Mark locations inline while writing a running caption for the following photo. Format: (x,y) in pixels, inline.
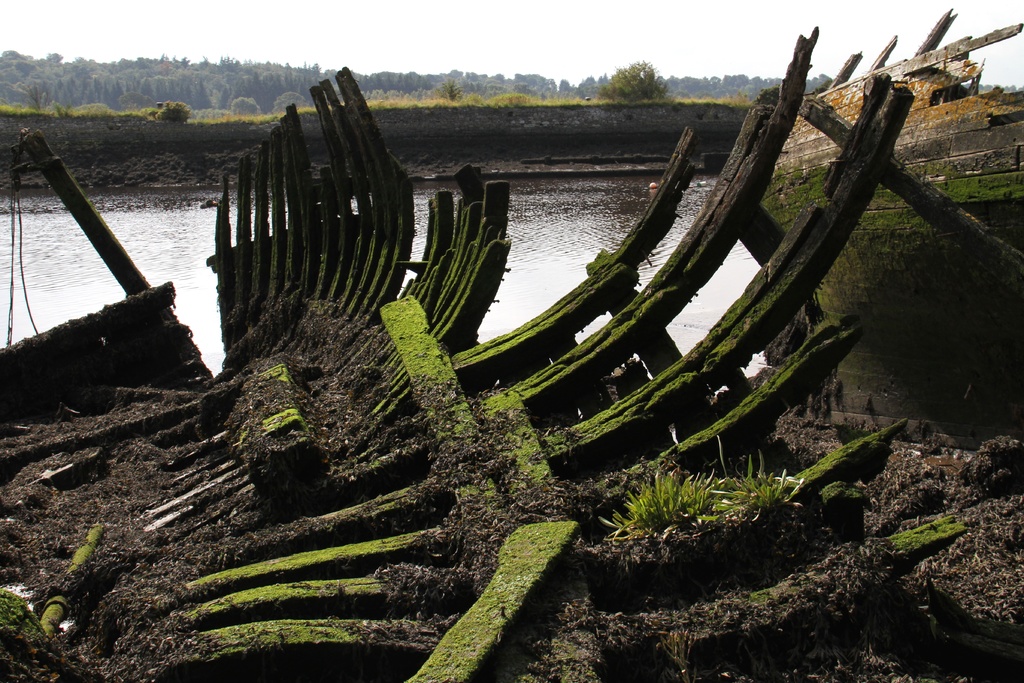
In this image, we can see wooden objects (655,421). Background (154,190) we can see the water (167,203), plants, trees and sky (761,53). On the left side of the image (25,294), we can see ropes (13,280). Here we can see grass (679,513).
